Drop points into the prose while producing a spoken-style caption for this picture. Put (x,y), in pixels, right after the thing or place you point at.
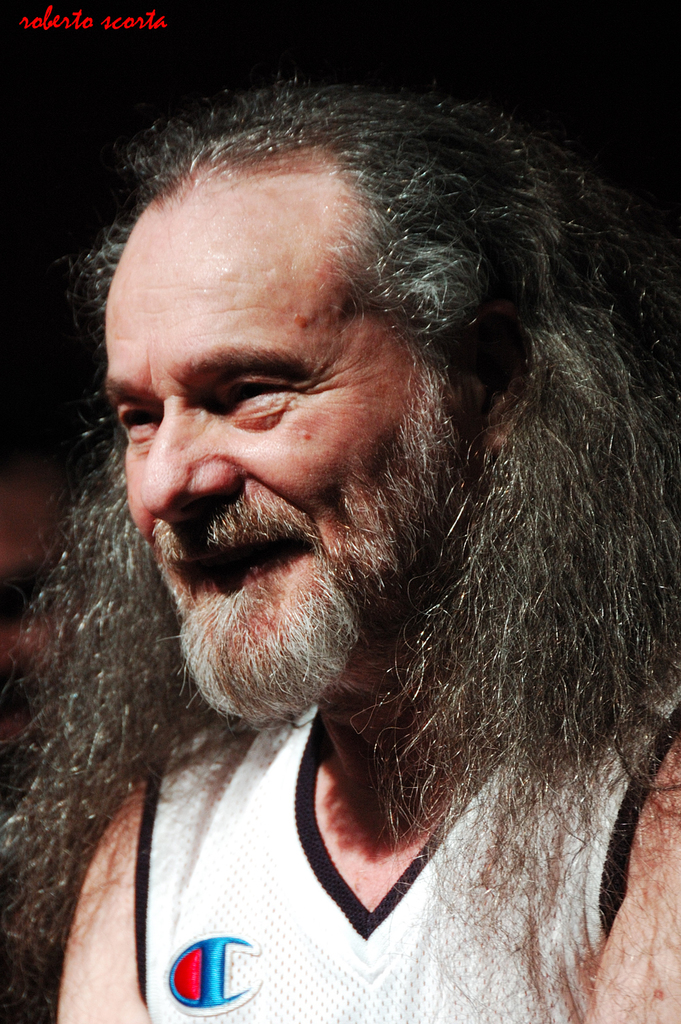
In this image I can see a man (272,463) and a text (39,19). This image looks like a photo frame.
